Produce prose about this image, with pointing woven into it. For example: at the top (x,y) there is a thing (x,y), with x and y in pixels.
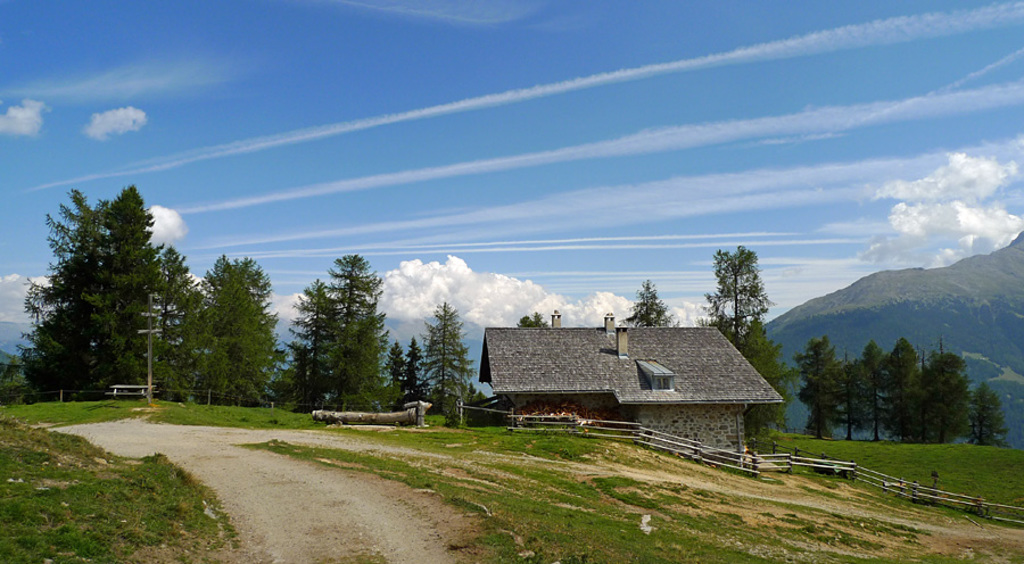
At the bottom of the image (95,526) there is grass (103,537) on the ground (225,471). And also there is a house (631,354) with walls (651,422) and roofs (613,387). To the house (667,422) there is a fencing (658,438). There are trees (126,320) in the background (113,320). At the top of the image (332,79) there is a sky (457,162) with clouds (863,177).
